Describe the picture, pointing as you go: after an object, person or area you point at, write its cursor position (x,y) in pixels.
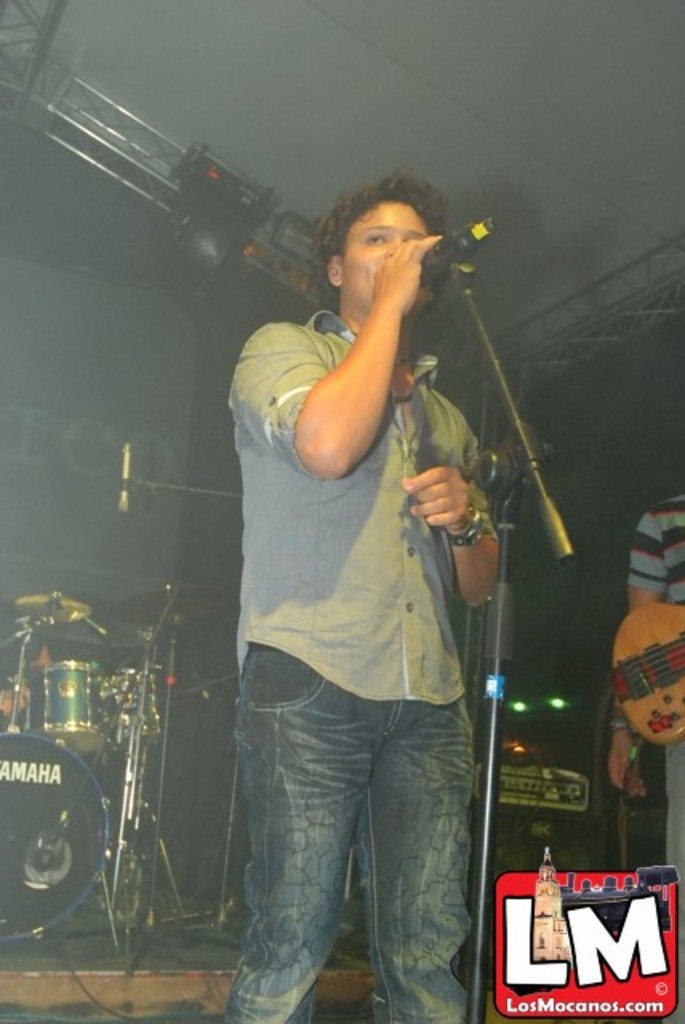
In this image we can see a man (386,292) standing and singing, and in front (498,462) here is the micro phone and stand (501,480), and at back (83,680) here are the drums (92,725), and here is the person (671,553) standing, and holding the guitar (647,704).
